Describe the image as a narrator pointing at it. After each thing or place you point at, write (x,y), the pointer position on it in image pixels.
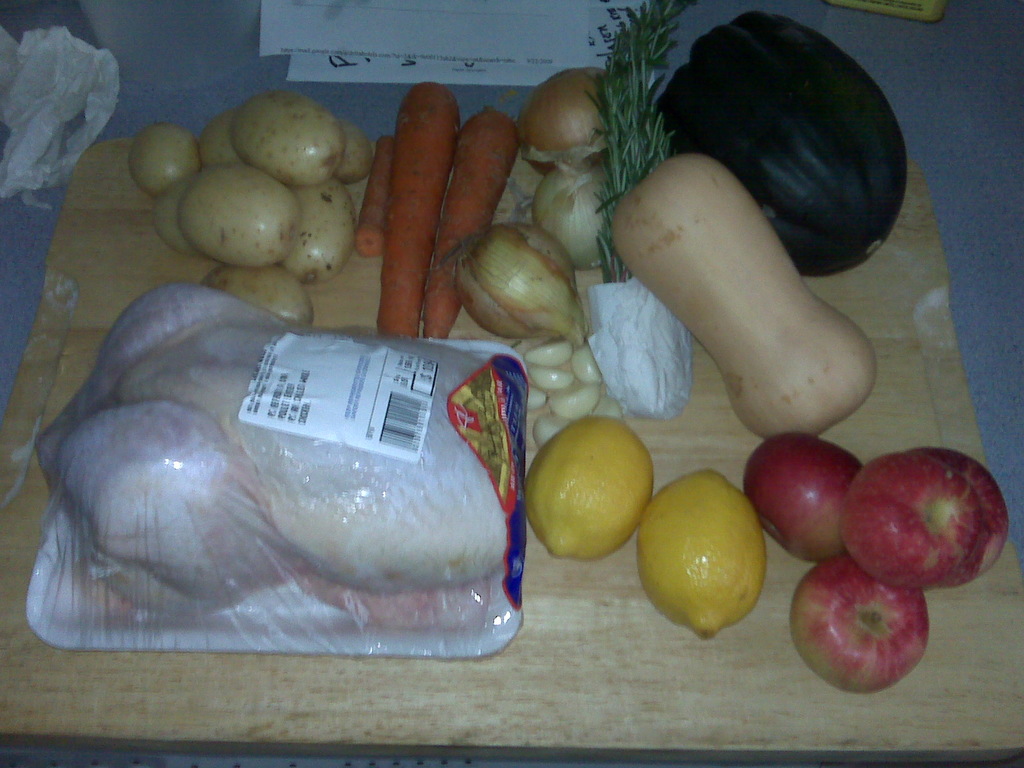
In this image we can see group of vegetables (524,248) and fruits (732,529) are placed on a tray (762,672) along with meat (187,564) are placed on the table (1014,156).
